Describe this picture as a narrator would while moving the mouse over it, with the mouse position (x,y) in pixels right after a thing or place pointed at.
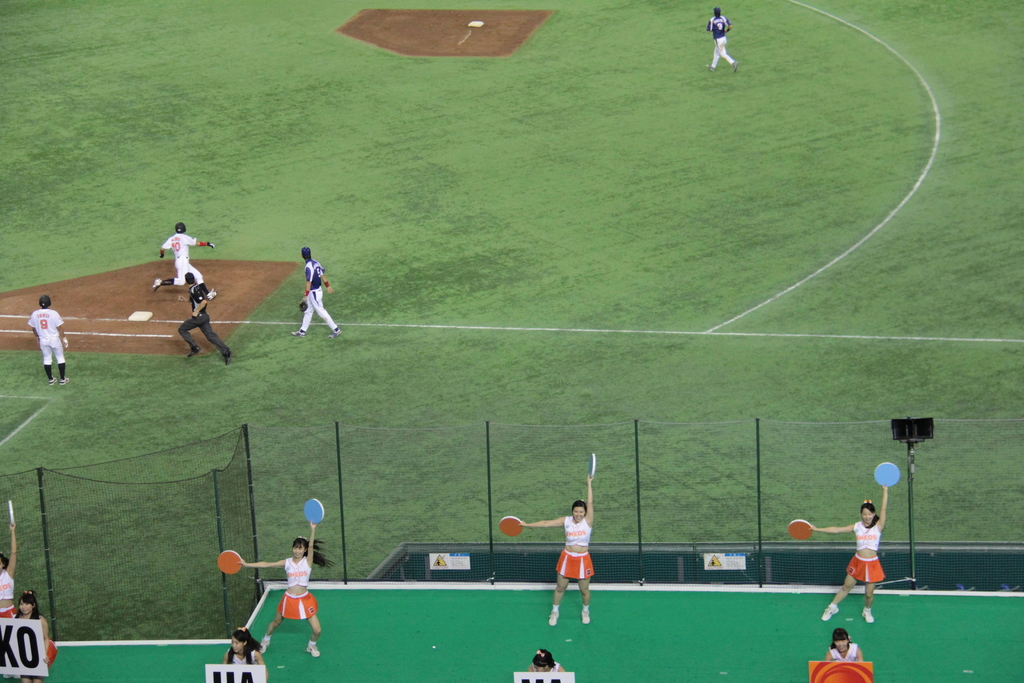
In the foreground of the image (470,619) we can see group of women (834,644) standing on the ground (100,681) holding a board (519,675) in their hand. In the center of the image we can see a group of people (312,281) wearing dress (46,326) are standing on the ground (134,297). In the background (226,501), we can see a fence (671,486).
